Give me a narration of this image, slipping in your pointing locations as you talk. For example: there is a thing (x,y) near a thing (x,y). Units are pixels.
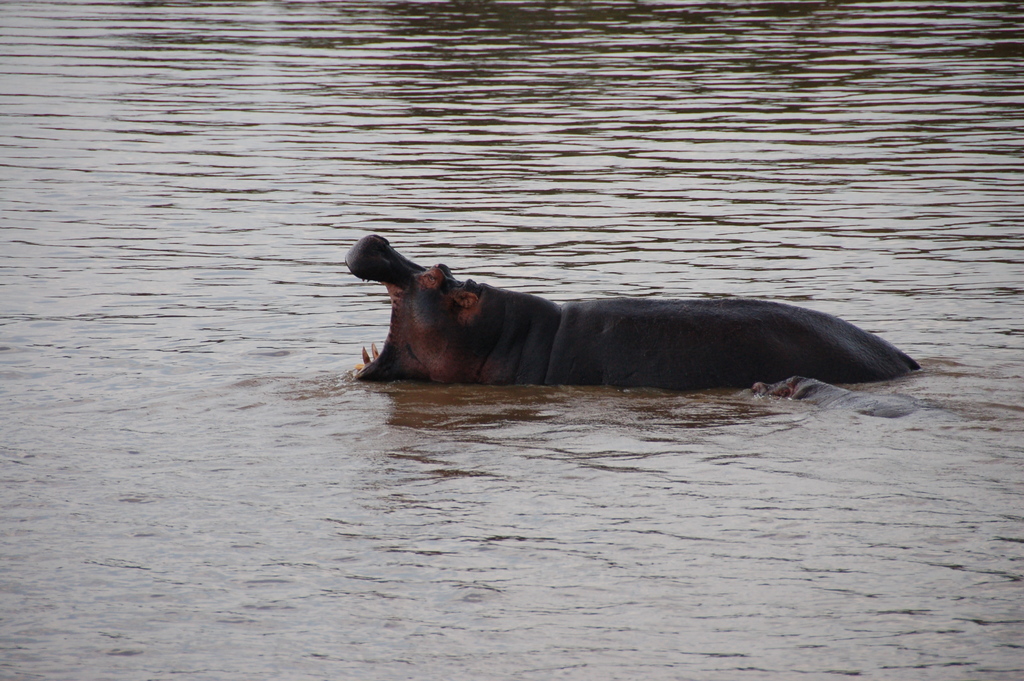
In this image there is a hippopotamus (604,368) in the water (502,457). Its mouth (398,356) is wide opened. Around it there is the water (446,156).
